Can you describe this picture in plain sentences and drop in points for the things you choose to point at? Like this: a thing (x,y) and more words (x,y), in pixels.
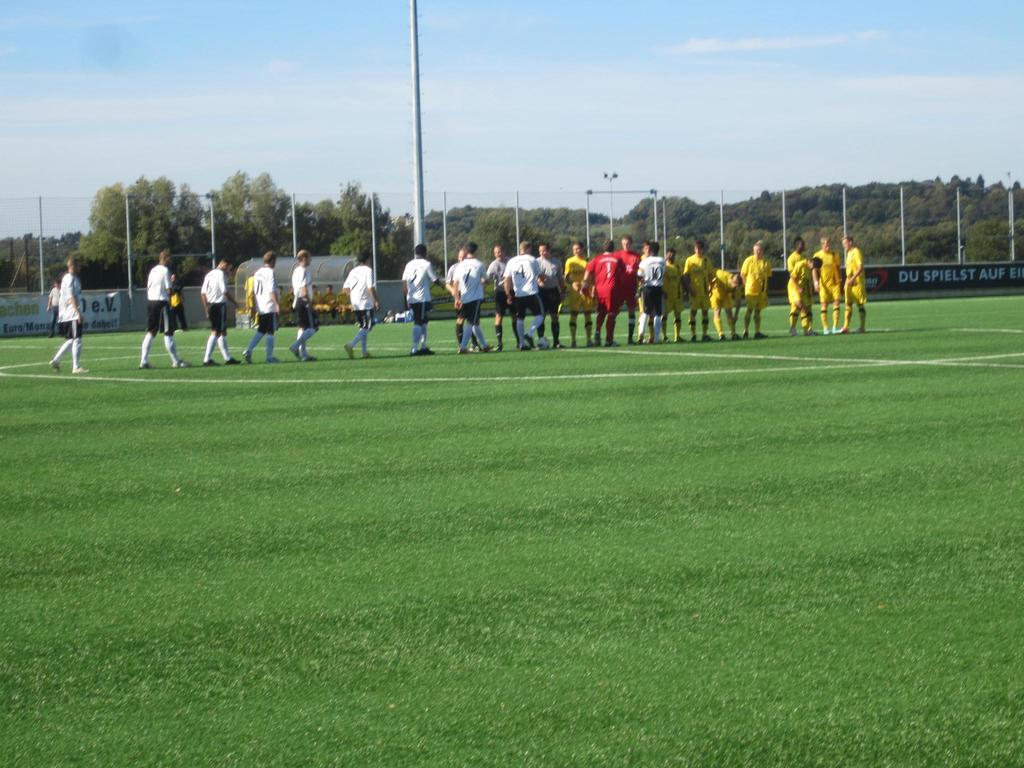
These are the players (71,264) that are walking in the ground (598,361), they wore white color dresses (164,284) and few of them wore yellow color dresses (760,298). On the backside of an image (868,225) there are green trees (738,216).
